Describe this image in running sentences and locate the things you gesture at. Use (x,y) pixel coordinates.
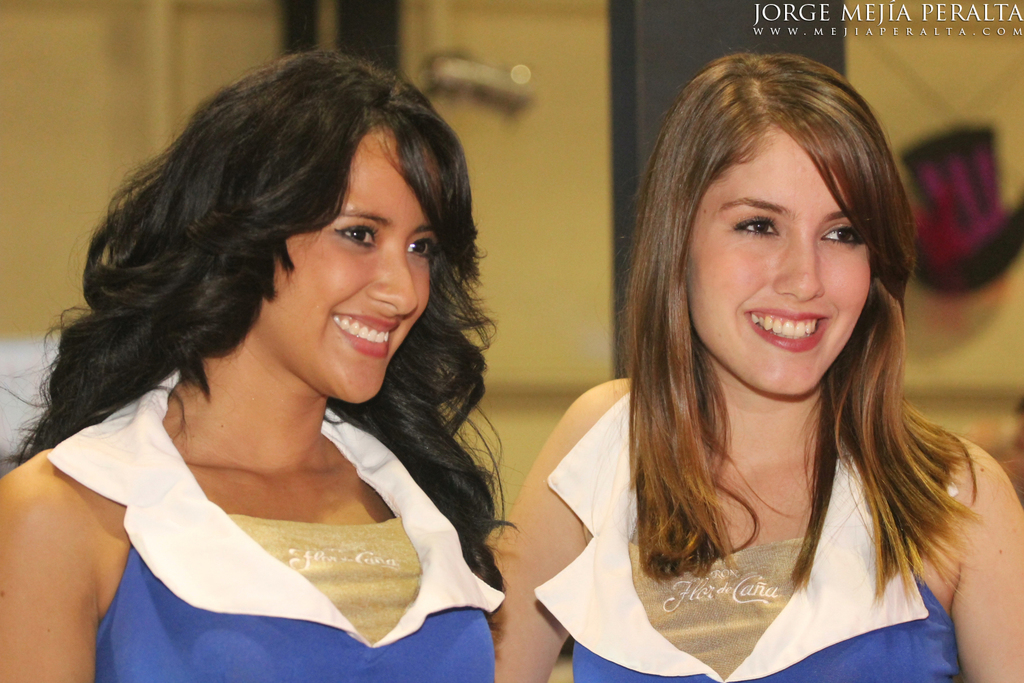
There are girls (769,53) and text (886,31) in the foreground area of the image (658,176).
